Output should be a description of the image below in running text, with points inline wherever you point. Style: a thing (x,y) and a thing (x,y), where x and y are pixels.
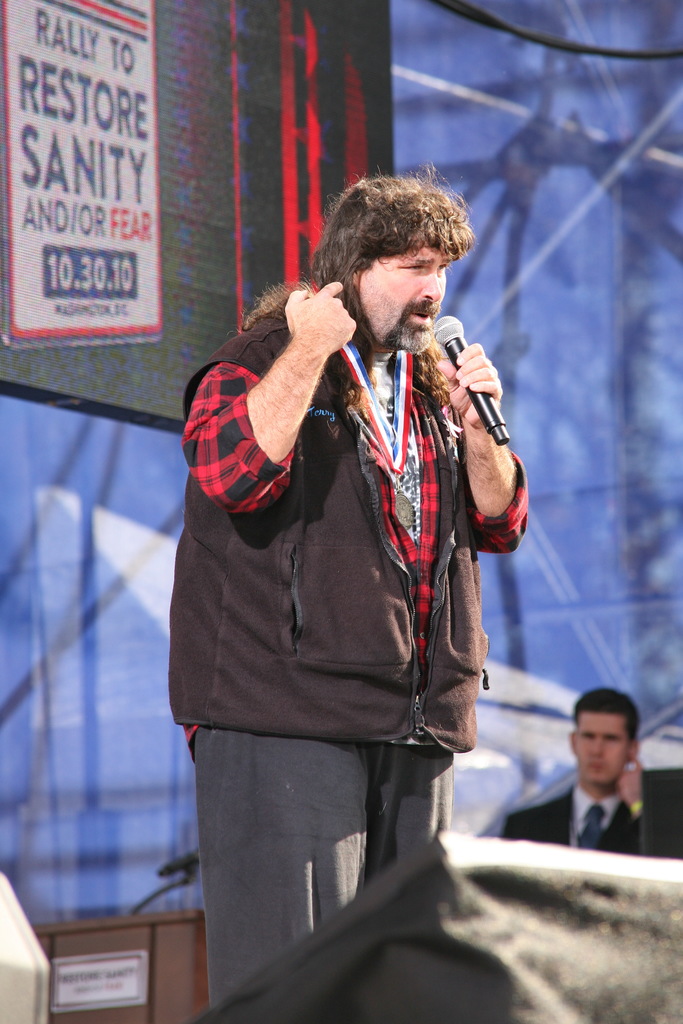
In this image there is a person (295,642) wearing black color jacket (375,684) standing and holding microphone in his hand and at the background of the image (453,274) there is a blue color sheet (468,256).
